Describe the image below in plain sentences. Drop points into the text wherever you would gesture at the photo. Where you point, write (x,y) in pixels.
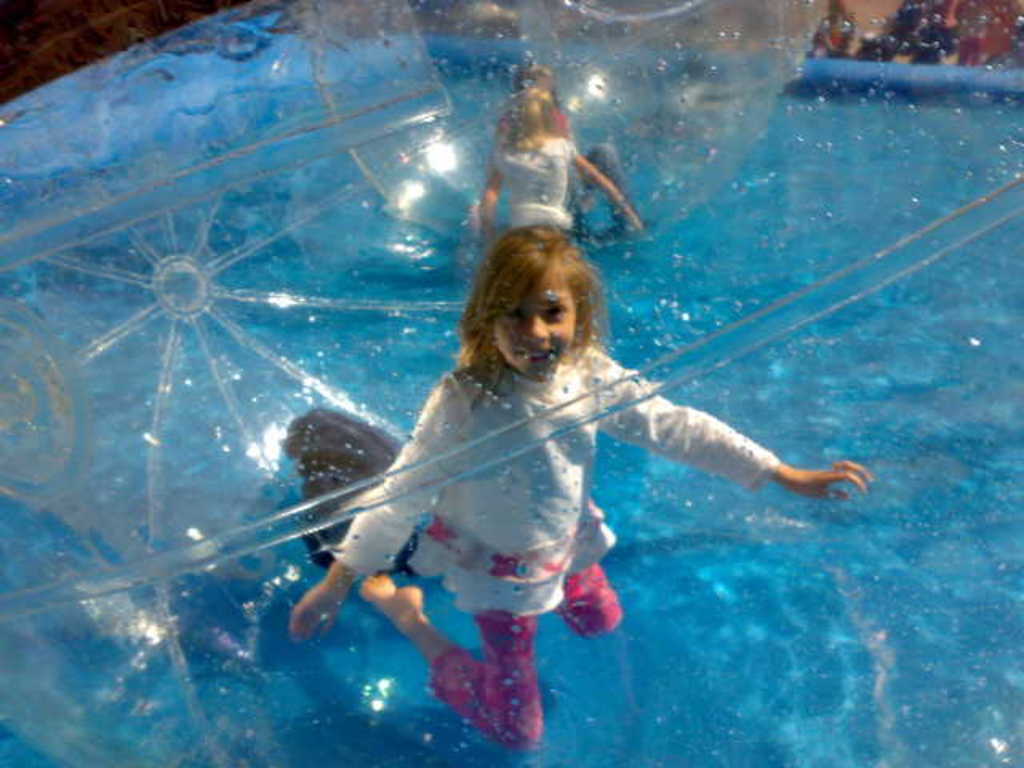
There are kids (588,571) and inflatable balls (608,84) are present on the surface of water (662,318).
